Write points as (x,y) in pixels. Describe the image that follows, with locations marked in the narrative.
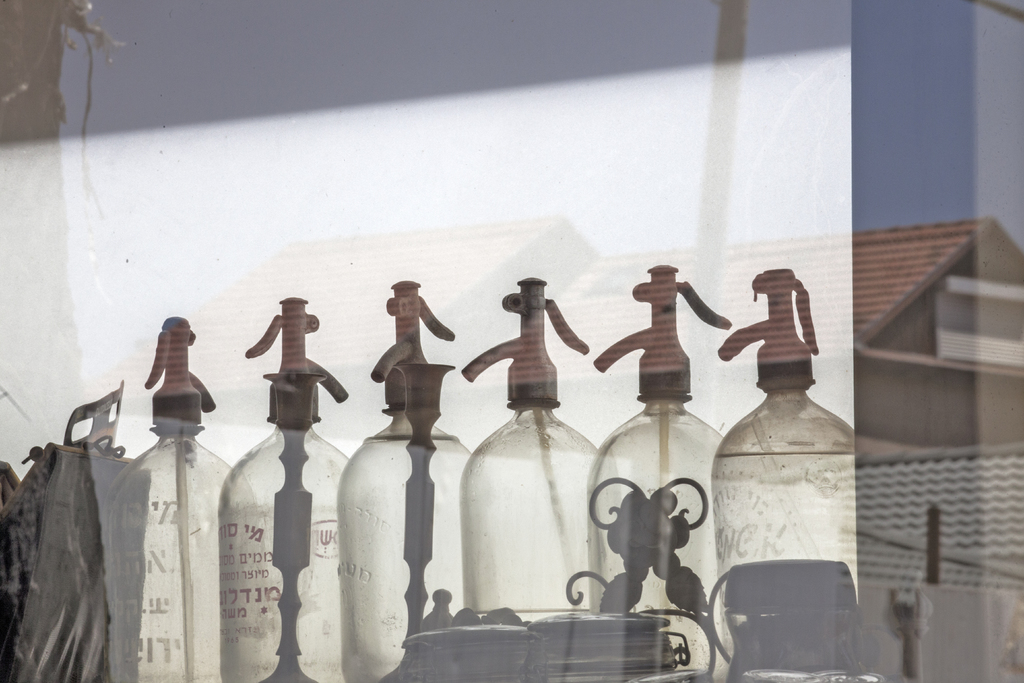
In this picture we can see few flasks (553,599) and this is a house (947,377).
